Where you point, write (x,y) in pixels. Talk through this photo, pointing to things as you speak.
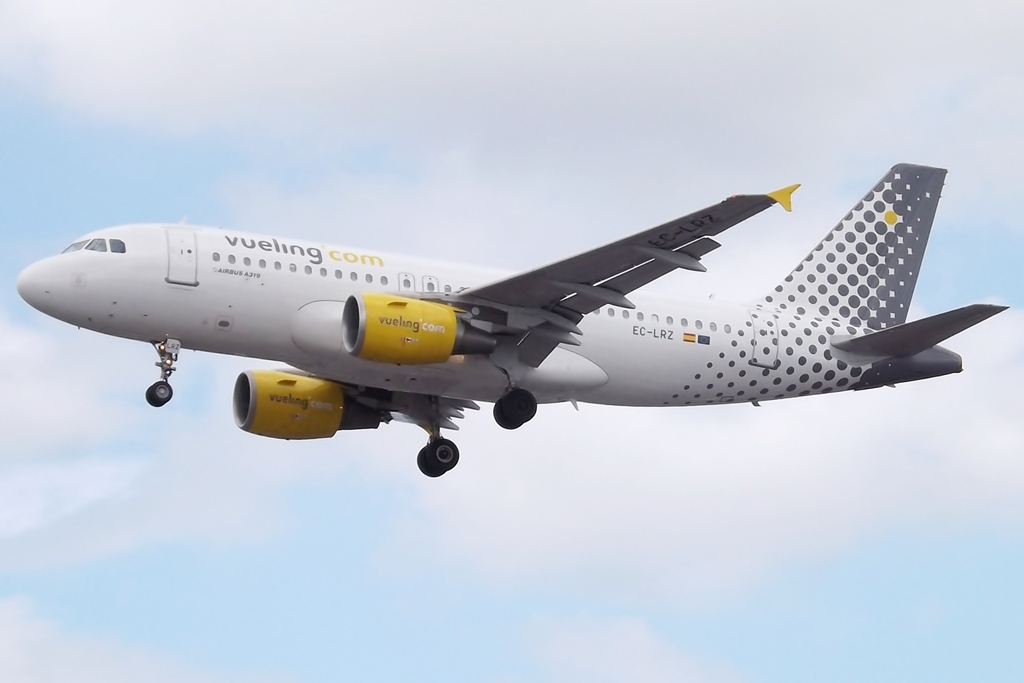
In this image, I can see an airplane (800,368) flying in the sky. These are the windows (95,248), turbine engine (371,324), wheels (162,390), wings (640,253) are attached to an airplane (134,298). I think this is a cockpit (75,253). These are the clouds (425,104) in the sky (664,139).
